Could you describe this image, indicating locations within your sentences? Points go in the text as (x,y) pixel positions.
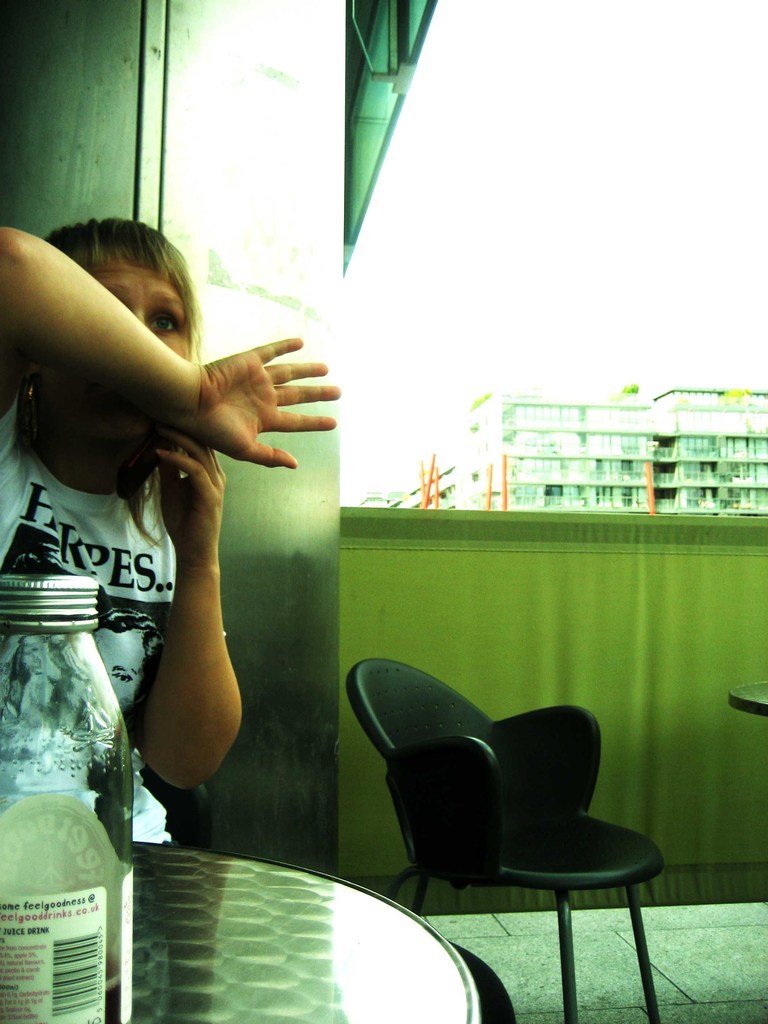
in this picture we see a woman (120,511), seated and a table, on the table (158,884) we see a bottle (83,849) and buildings (609,483) on the back (631,400).
